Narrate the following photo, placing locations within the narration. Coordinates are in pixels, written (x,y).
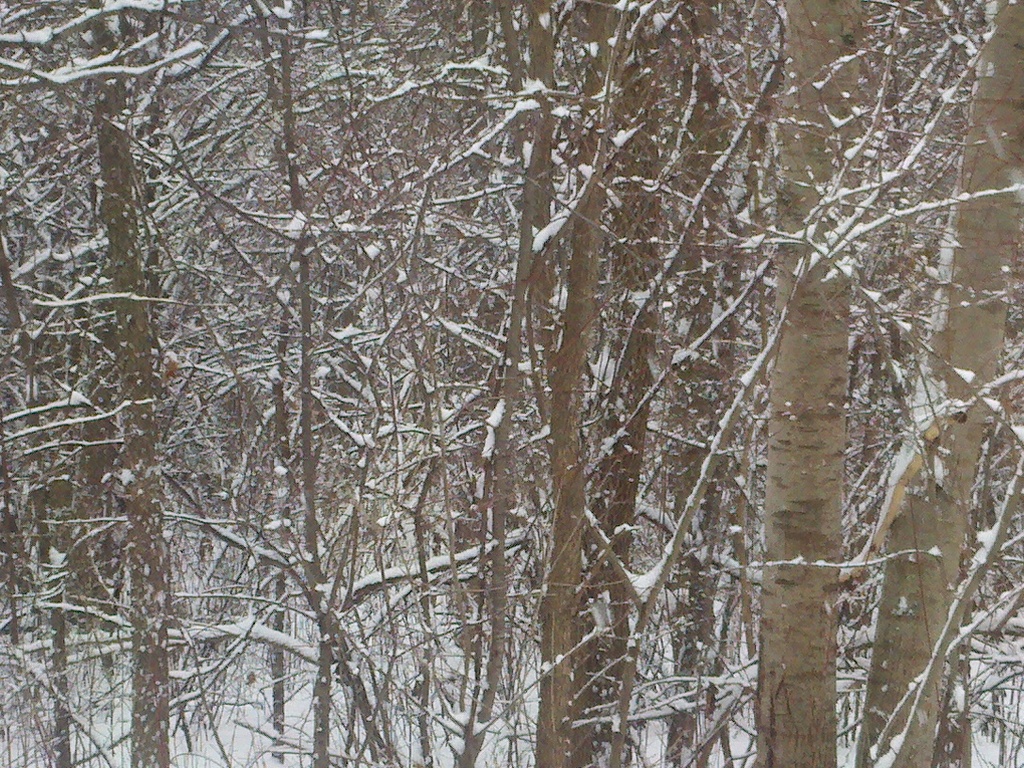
This image is taken outdoors. In this image there are many trees (717,270) on the ground (854,749) covered with snow (181,765).
